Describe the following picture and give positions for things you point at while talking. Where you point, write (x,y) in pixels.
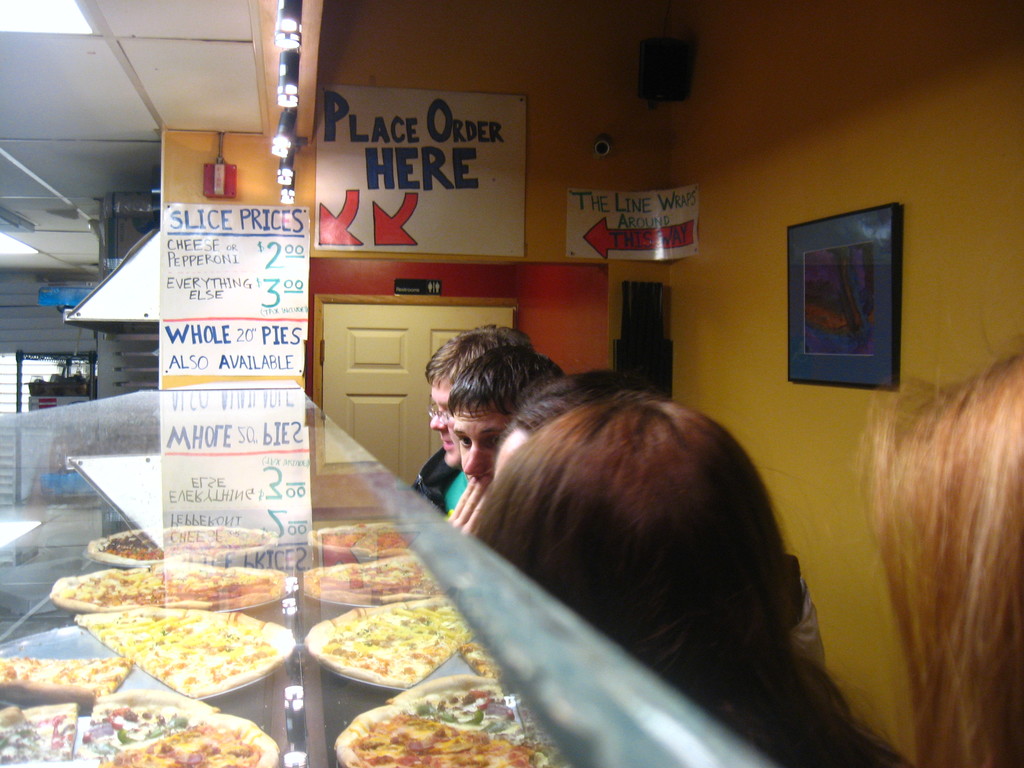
To the bottom left of the image (332,720) there is a glass table (175,565). Below that glass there are many food items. And Behind the glass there is a pillar (279,198) with a paper (240,239) attached to it. In front of the glass table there are few people (571,482) standing. And to the right side of the image (894,48) there is a wall (768,237) with frame (862,278), sign board (596,226), speakers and a camera (600,141) on it. And to the left top of the image (128,230) there are few items (94,307). And to the top of the image (97,63) there is a white roof (94,67) with lights (56,18).
